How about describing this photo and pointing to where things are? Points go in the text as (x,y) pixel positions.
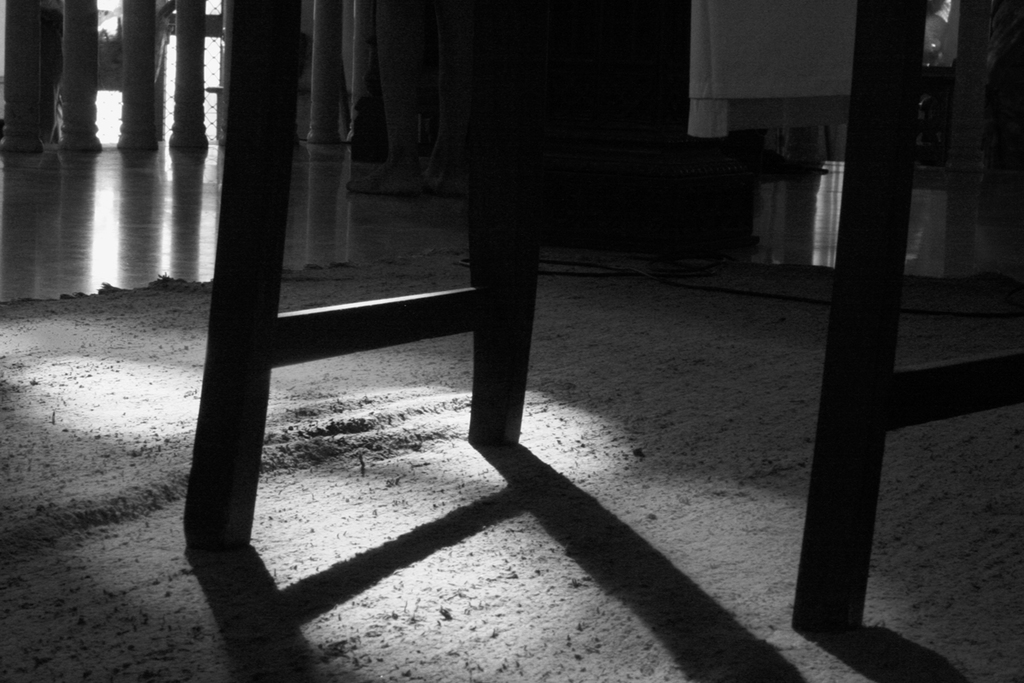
This is a black and white picture. Background (189,157) portion of the picture is dark. In this picture we can see few objects (568,113), floor (215,187) and floor carpet (634,253).
